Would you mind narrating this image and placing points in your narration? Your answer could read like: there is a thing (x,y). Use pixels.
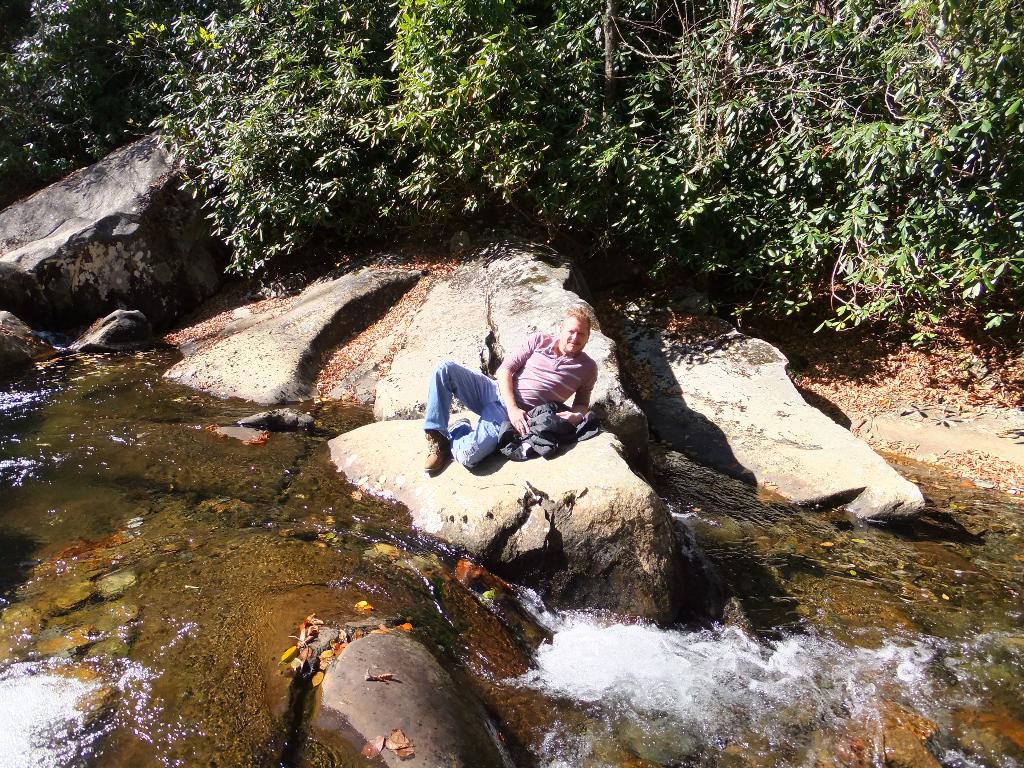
A person (531,376) is sitting on a rock (598,388). In-front of this person (574,405) there is a flowing water (690,661). Background (752,351) there are rocks (571,303) and trees (898,117).
